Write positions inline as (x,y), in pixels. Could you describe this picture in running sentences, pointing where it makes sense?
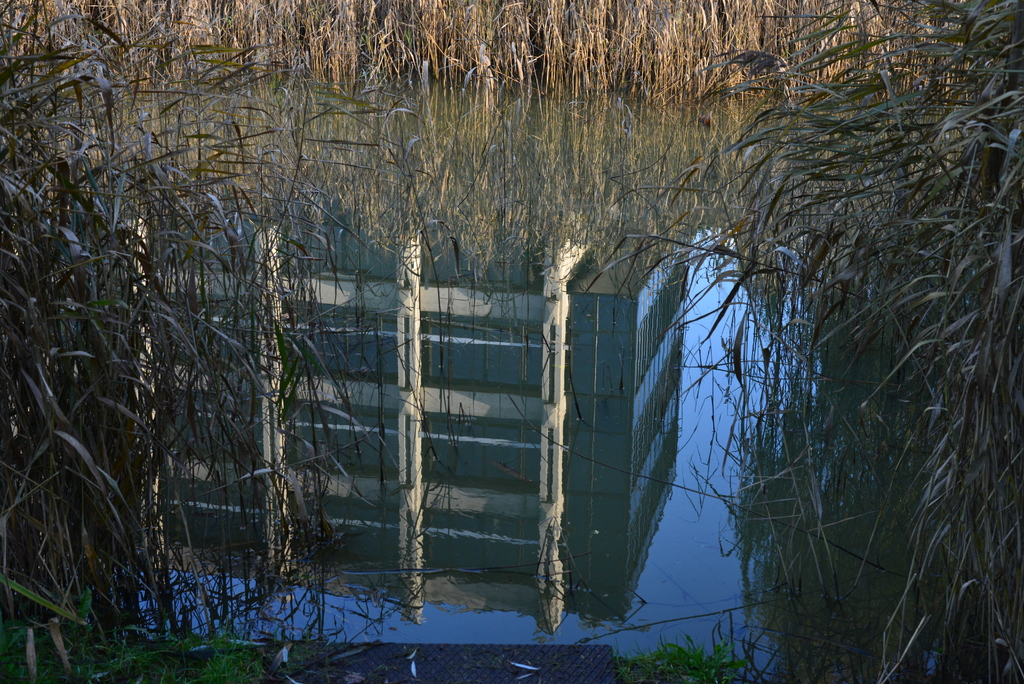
Here we can see plants (35,23) and water (245,597). On the water (601,449) we can see the reflection (528,435) of a building (544,466).
